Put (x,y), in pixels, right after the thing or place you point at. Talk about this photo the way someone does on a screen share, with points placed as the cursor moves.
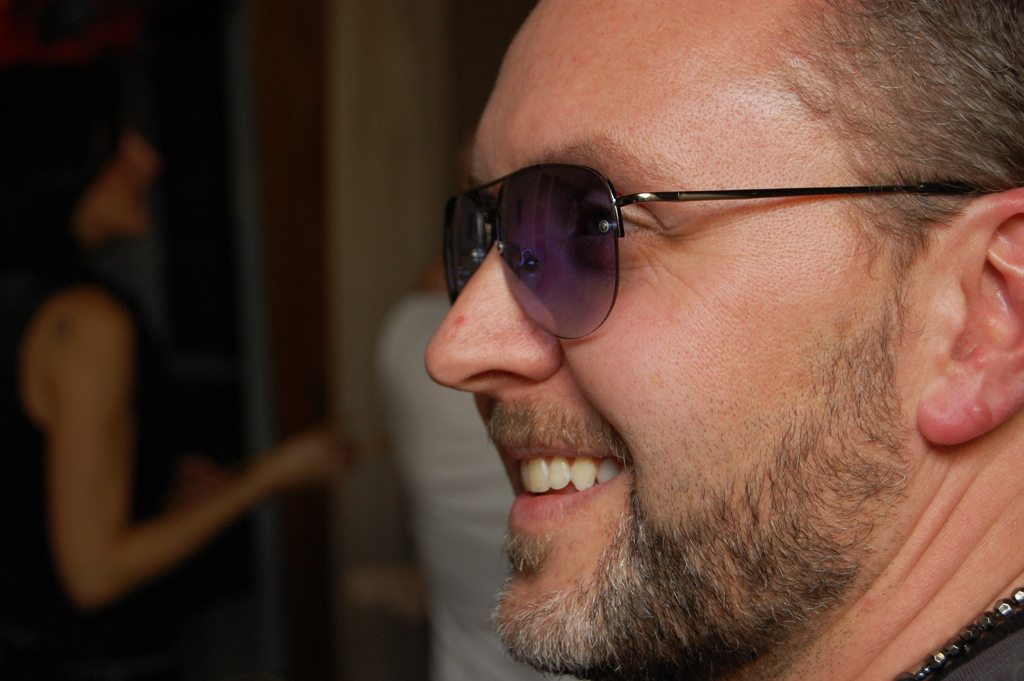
In this image on the foreground (670,530) we can see there is a man (617,652) smiling and wearing a glass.
